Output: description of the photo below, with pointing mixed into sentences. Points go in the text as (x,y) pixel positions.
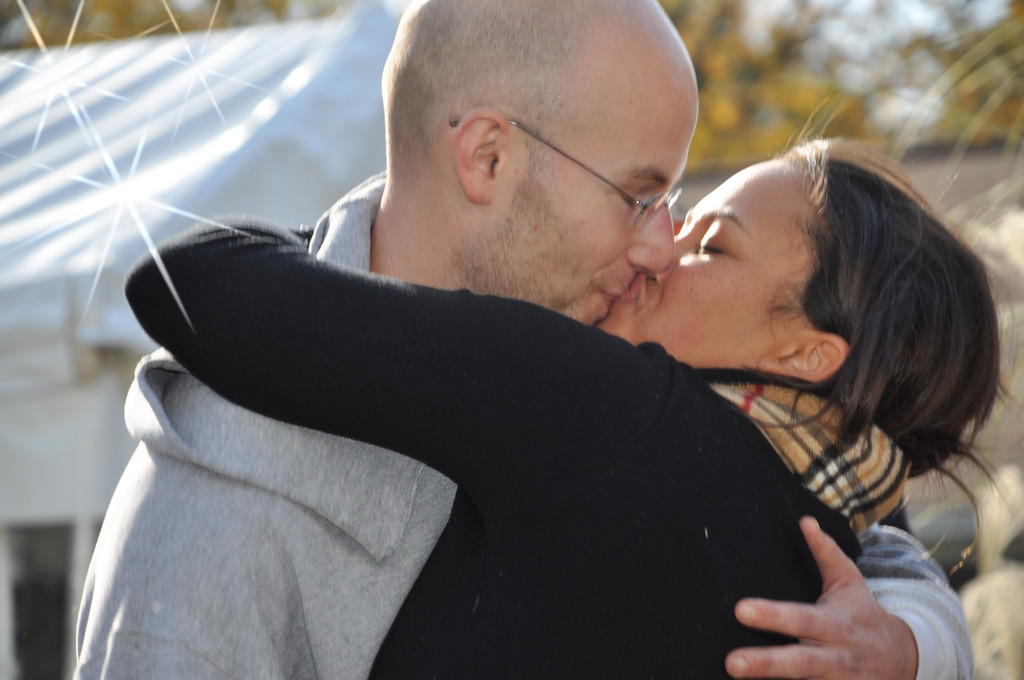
In this image, we can see a woman (684,325) and man (442,219) are kissing and hugging each other. Background (983,137) we can see a blur. Here we can see a tent (315,113) and trees (822,89).
